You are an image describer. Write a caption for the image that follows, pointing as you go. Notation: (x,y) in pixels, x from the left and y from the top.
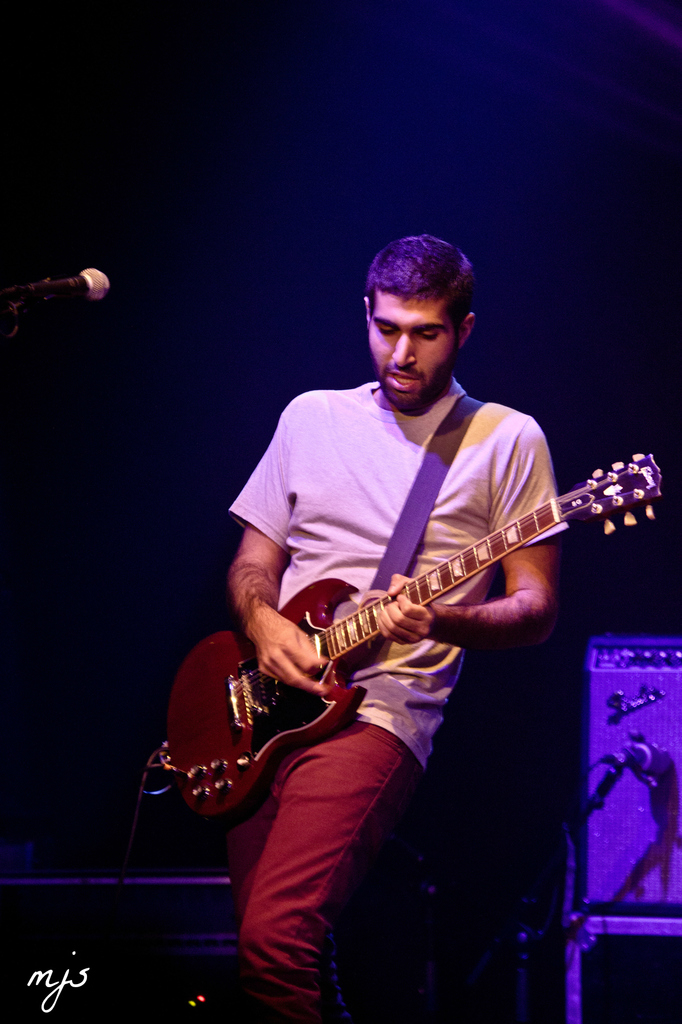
in this image the person (383,479) is holding the guitar (340,639) and he is playing the song below left corner (90,978) some text (80,978) is there he is wearing the white t-shirt (397,704) and red pant (356,753) and the back ground (42,514) is very dark.
